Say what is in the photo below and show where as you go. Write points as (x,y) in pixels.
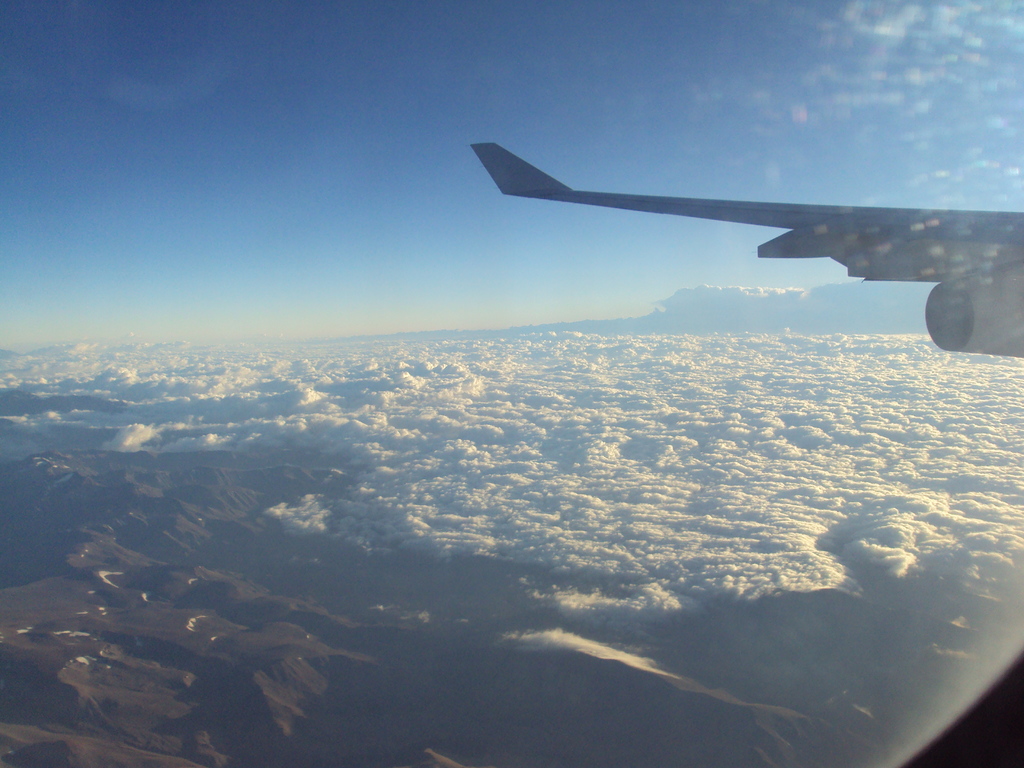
In this image we can see the aerial photo which was taken from an aircraft (1018,727) and we can see the mountains (449,668) and clouds (676,501) and we can see the sky (74,151). On the right side of the image (989,224) we can see an airplane wing (929,214).
